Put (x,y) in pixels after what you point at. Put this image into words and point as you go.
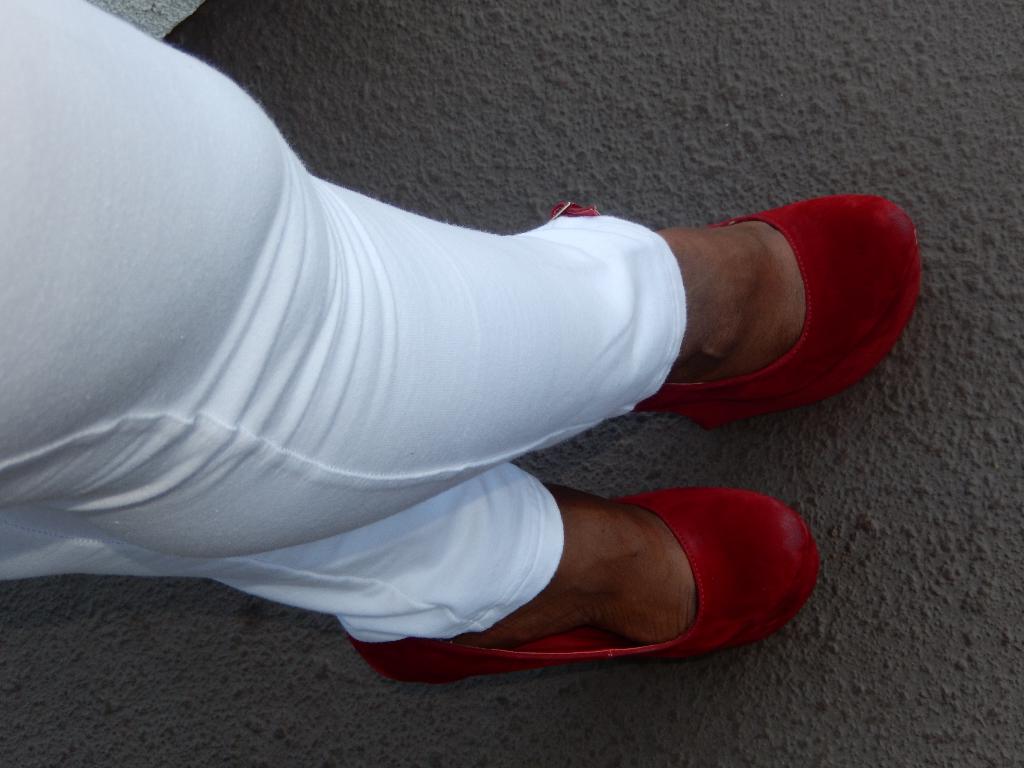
In this image I can see a person's legs (396,360) wearing white color trouser (323,341) and red color shoes (755,551). At the bottom (528,737), I can see the ground (572,697).
